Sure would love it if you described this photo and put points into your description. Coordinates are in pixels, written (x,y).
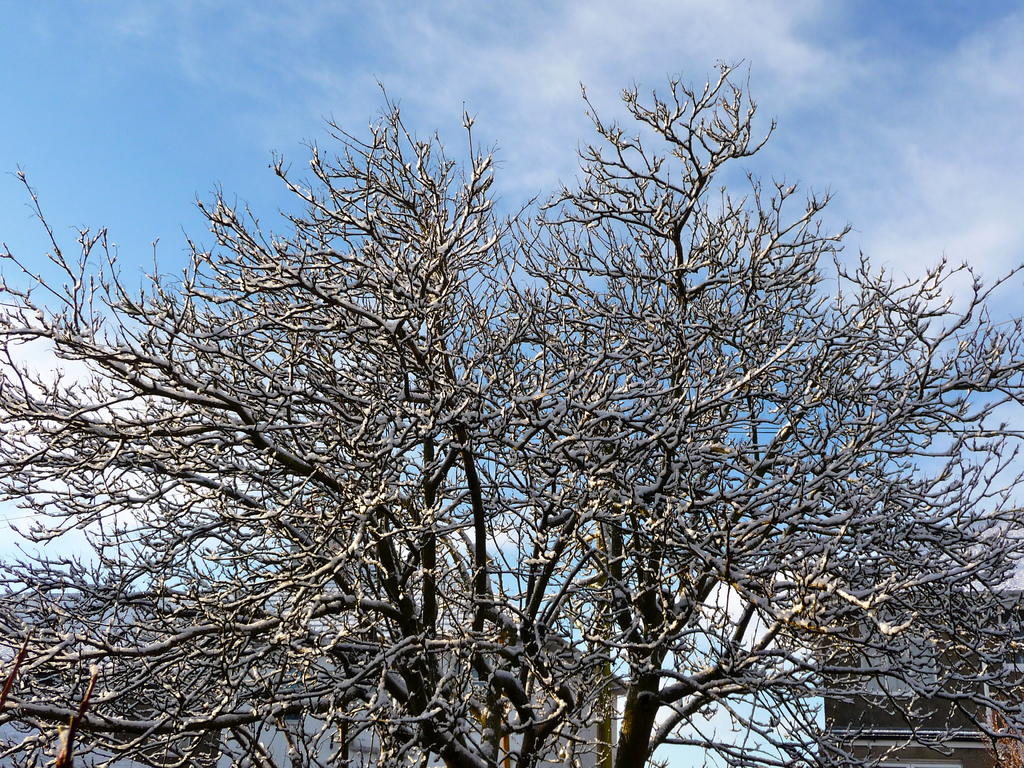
In this picture we can see trees (361,505) and in the background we can see some objects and sky (702,279) with clouds (1017,60).
